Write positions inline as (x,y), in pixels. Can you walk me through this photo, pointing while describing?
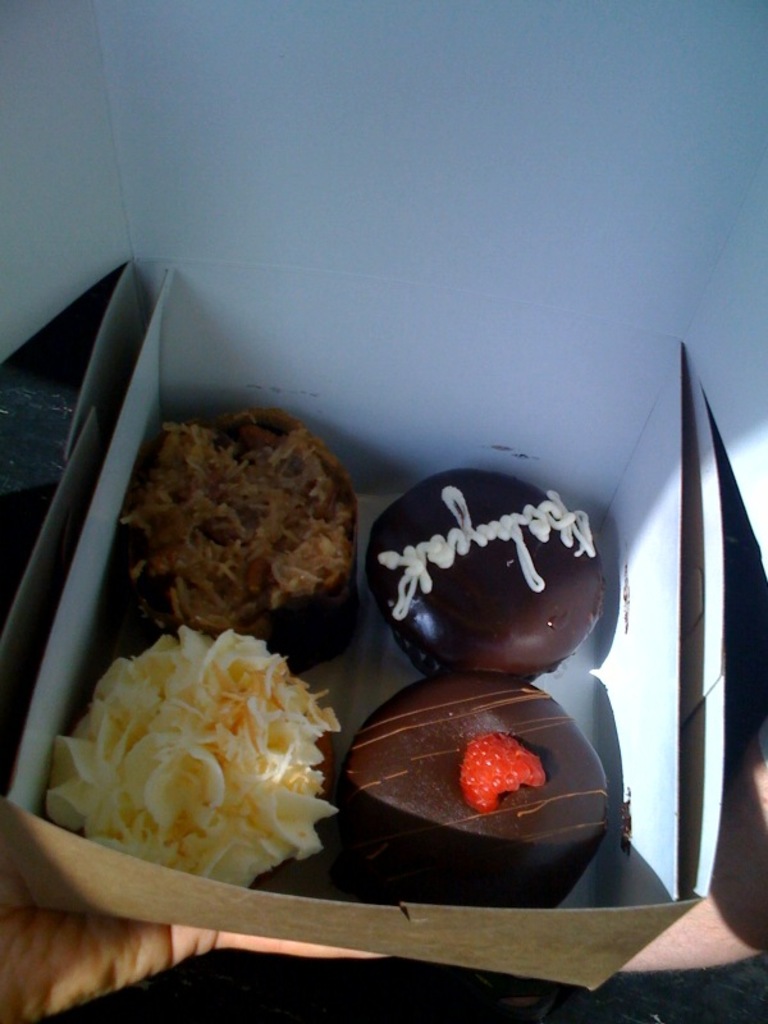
In the image we can see a box (416,373), in the box (192,379) we can see some food (300,497).
